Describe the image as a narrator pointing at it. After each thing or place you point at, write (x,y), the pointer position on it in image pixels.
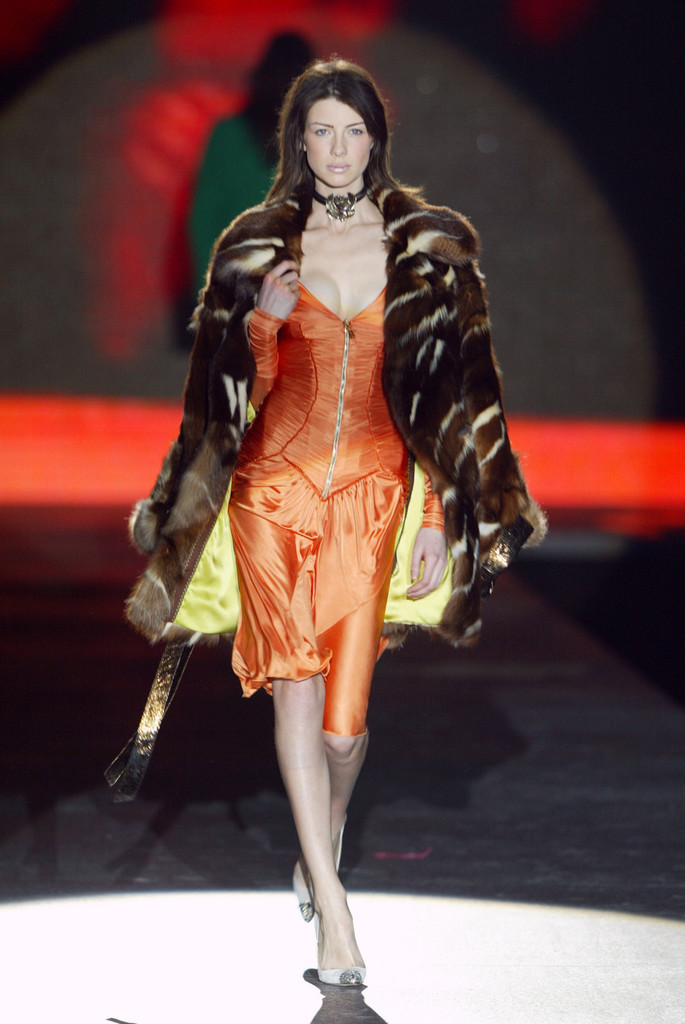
In this picture I can see two persons (322,65) standing, and there is blur background (351,29).
